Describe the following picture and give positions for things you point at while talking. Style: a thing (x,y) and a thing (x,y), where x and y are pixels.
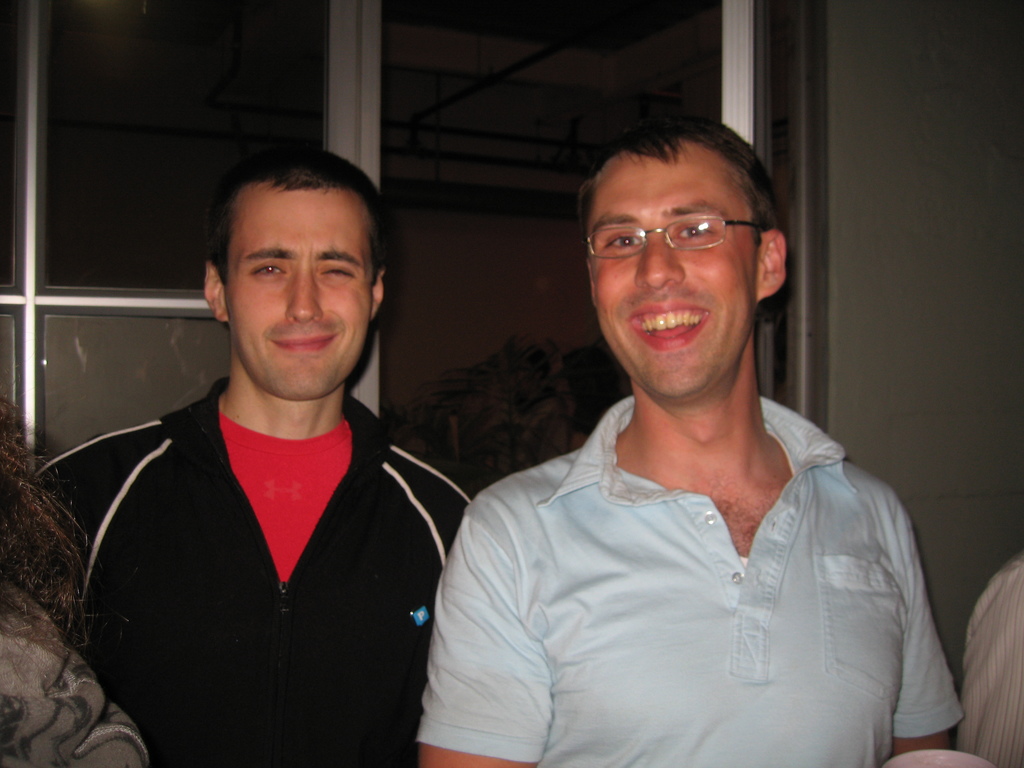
In this image we can see few people (778,264) and among them one person (728,231) wearing spectacles (741,223) and we can see few plants (563,435) in the background (589,432).
